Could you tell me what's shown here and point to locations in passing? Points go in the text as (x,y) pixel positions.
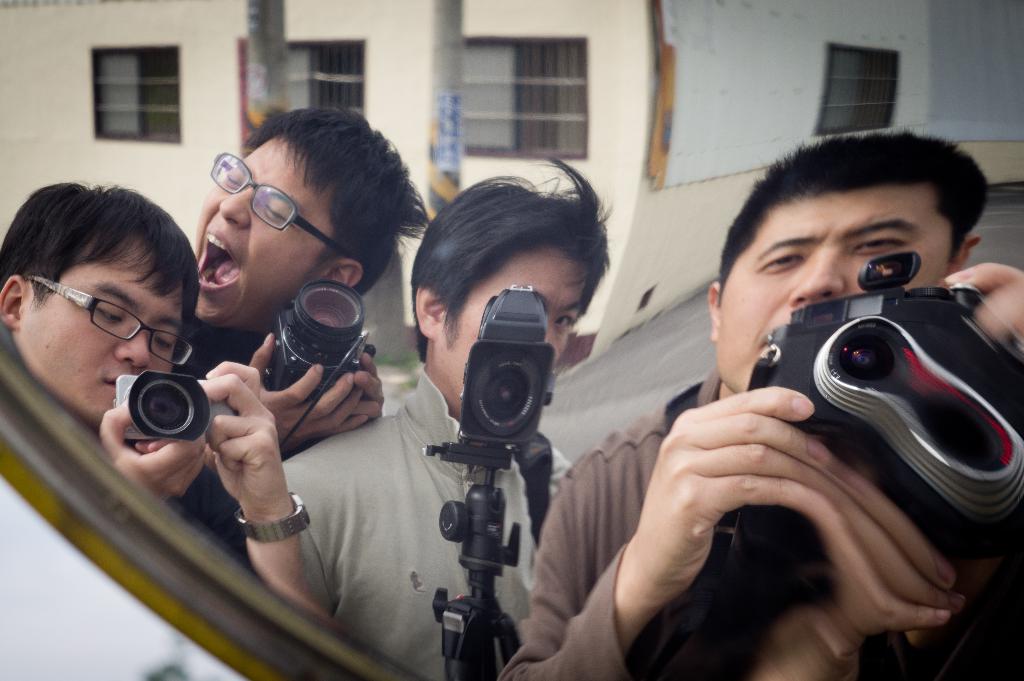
Four men (438,398) are posing to camera holding cameras (818,383) in their hand (778,443). Two of them are wearing spectacles (125,322). There is a building (192,220) in the background (552,94).
